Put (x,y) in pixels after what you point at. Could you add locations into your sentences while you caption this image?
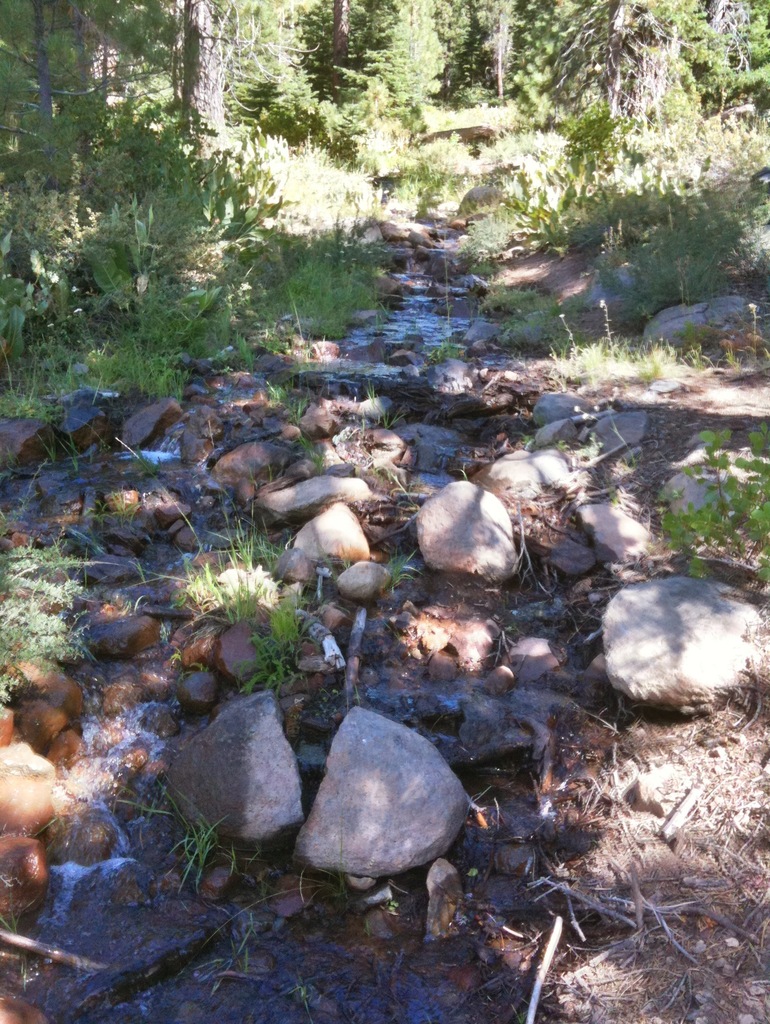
In this picture I can see the water (379,698) in the middle (442,428) and also there are stones (448,528), at the top (150,4) there are trees (741,28).
